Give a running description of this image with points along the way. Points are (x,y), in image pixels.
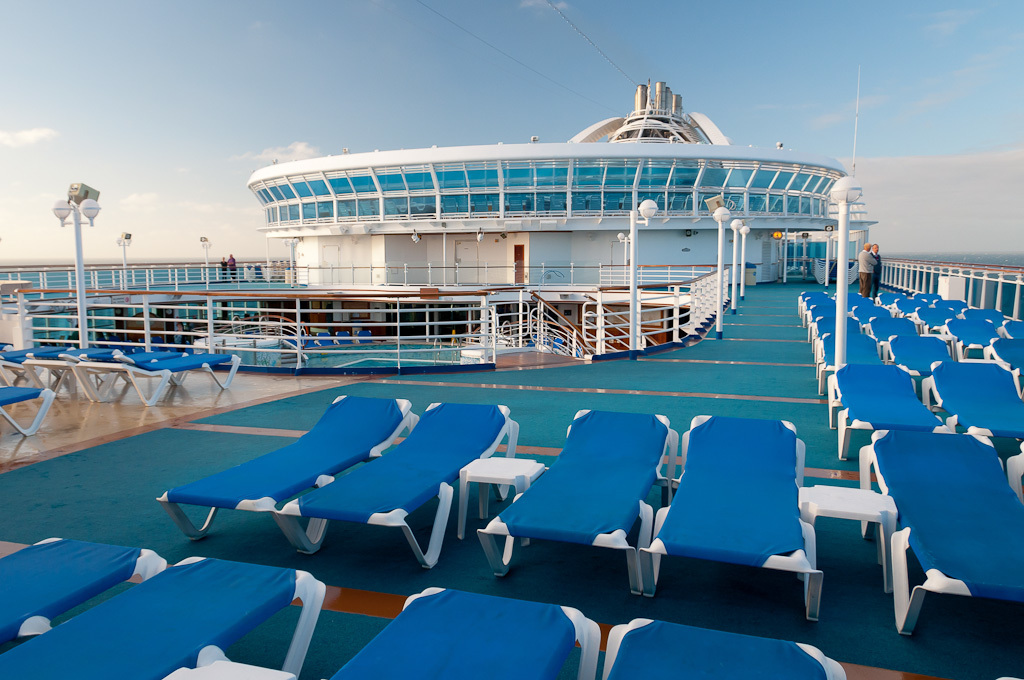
This image is taken on the top of the ferry (540,549), in this image there are sun loungers (700,485), in the background (715,295) there is a railing (584,266) and there is an architecture (662,239) and the sky (963,126).
